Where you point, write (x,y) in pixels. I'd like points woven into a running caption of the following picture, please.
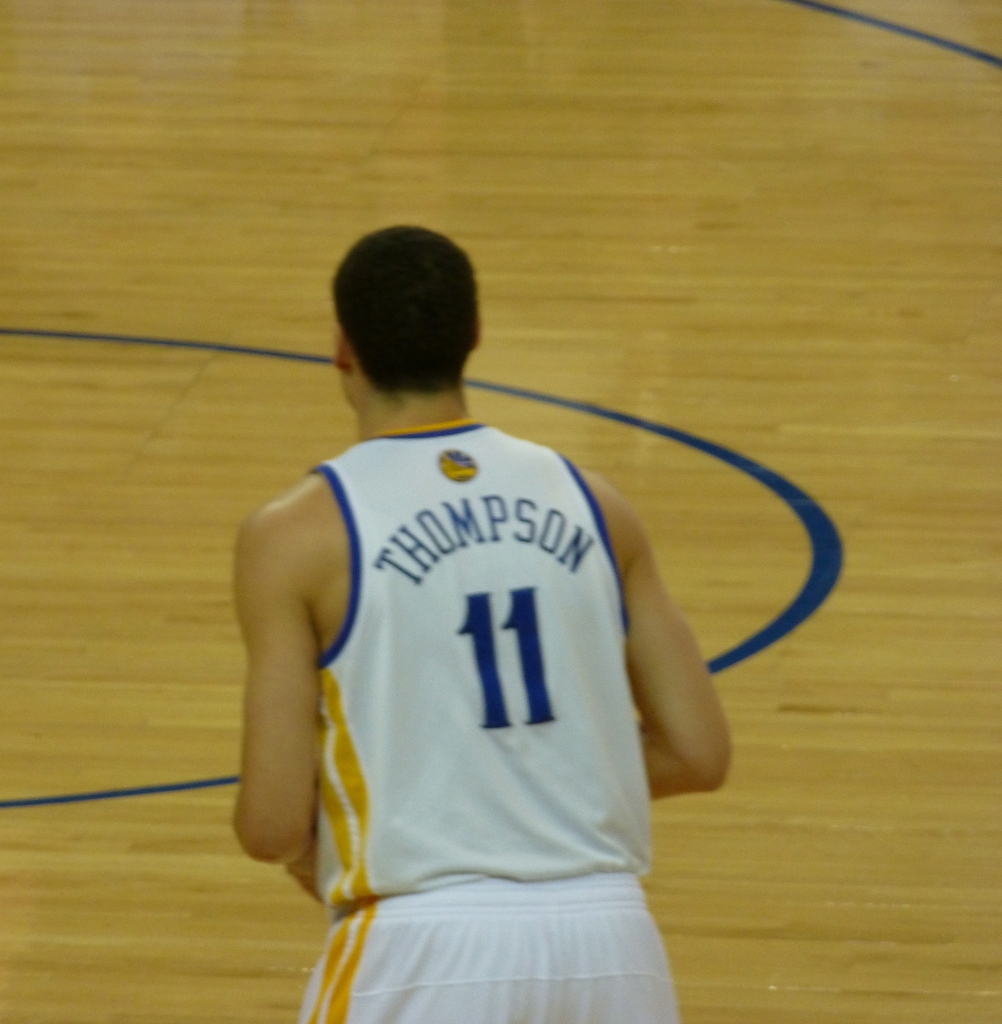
In this picture we can see a man (404,692) standing, he wore a white color vest (441,771), we can see name (506,540) and number (536,714) on the vest (495,707).
